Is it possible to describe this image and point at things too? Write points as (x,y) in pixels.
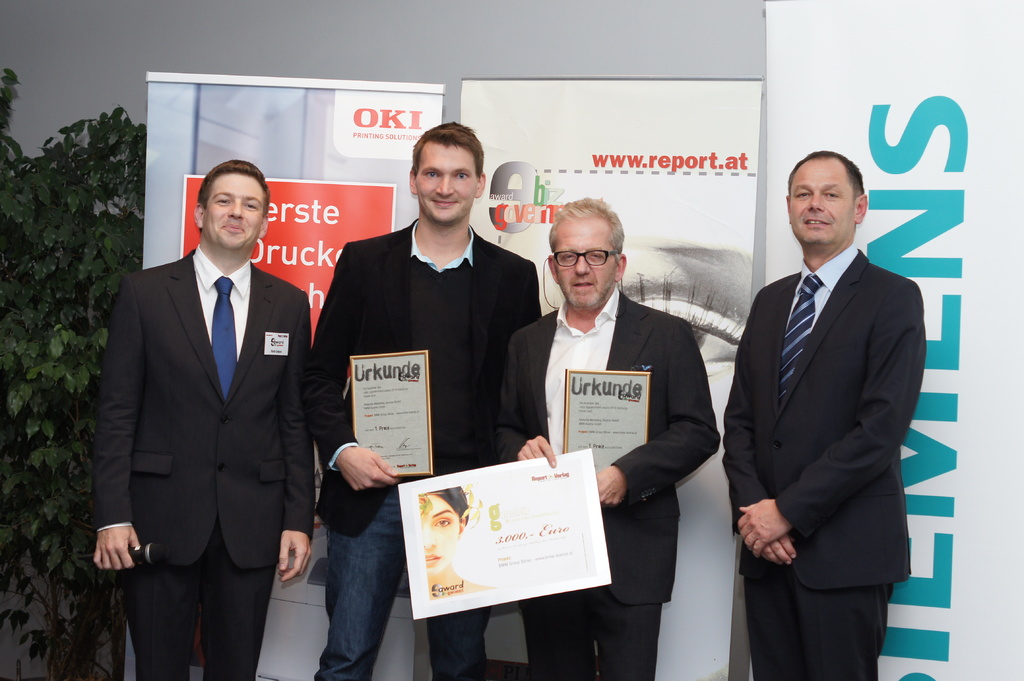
These four people (815,354) wore suits (839,376) and standing. These two people (426,319) are holding certificates (582,433). Background (75,399) there is a plant (106,276) and hoardings (855,130).
